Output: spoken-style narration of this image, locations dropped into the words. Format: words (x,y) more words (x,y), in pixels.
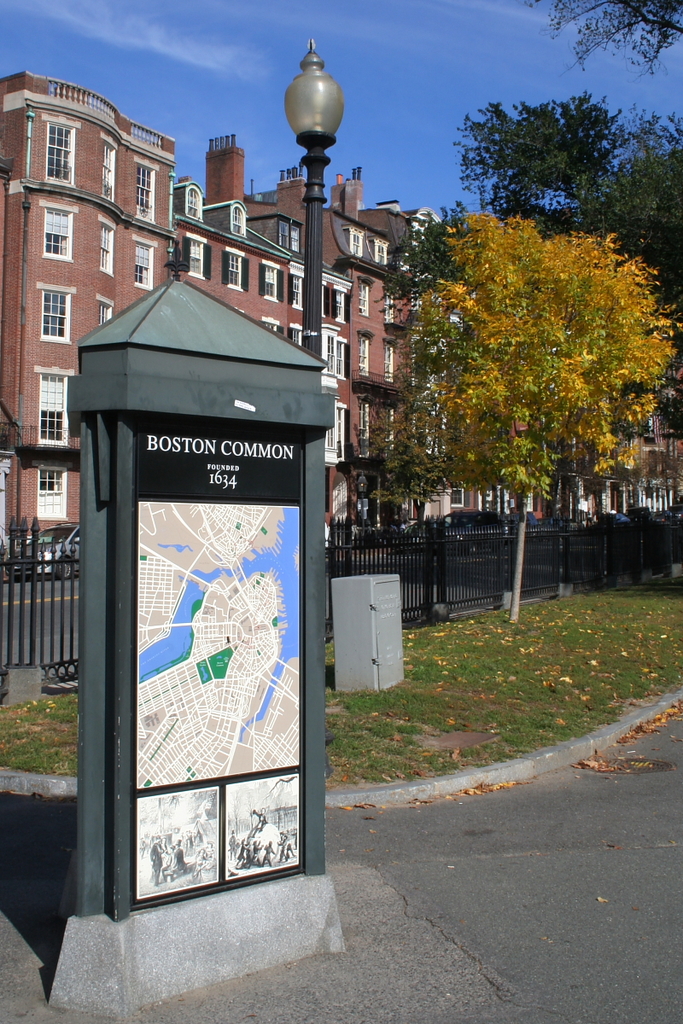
This picture is clicked outside. In the center (263,541) there is an object (208,367) on which we can see the pictures (208,826) of some items (233,806) and we can see the lamp (323,95) attached to the pole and we can see the metal fence (524,568), grass (565,604), trees (534,479), buildings (382,350) and some vehicles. In the background (326,59) there is a sky (547,59).
